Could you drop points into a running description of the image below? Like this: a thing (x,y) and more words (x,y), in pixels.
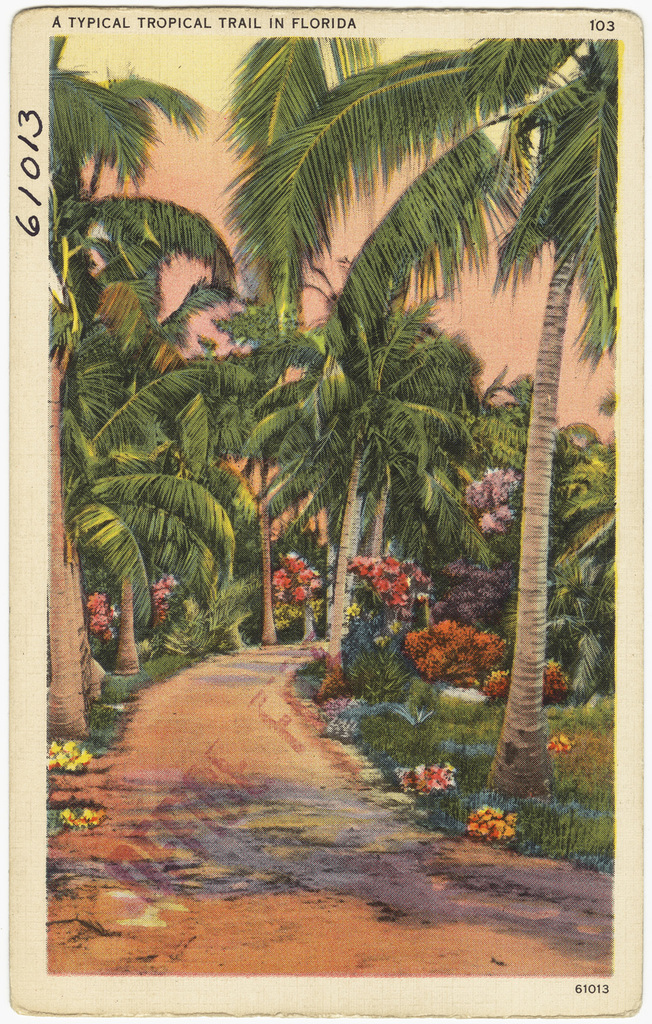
In this picture we can see art (310,472) on the paper (442,817).
